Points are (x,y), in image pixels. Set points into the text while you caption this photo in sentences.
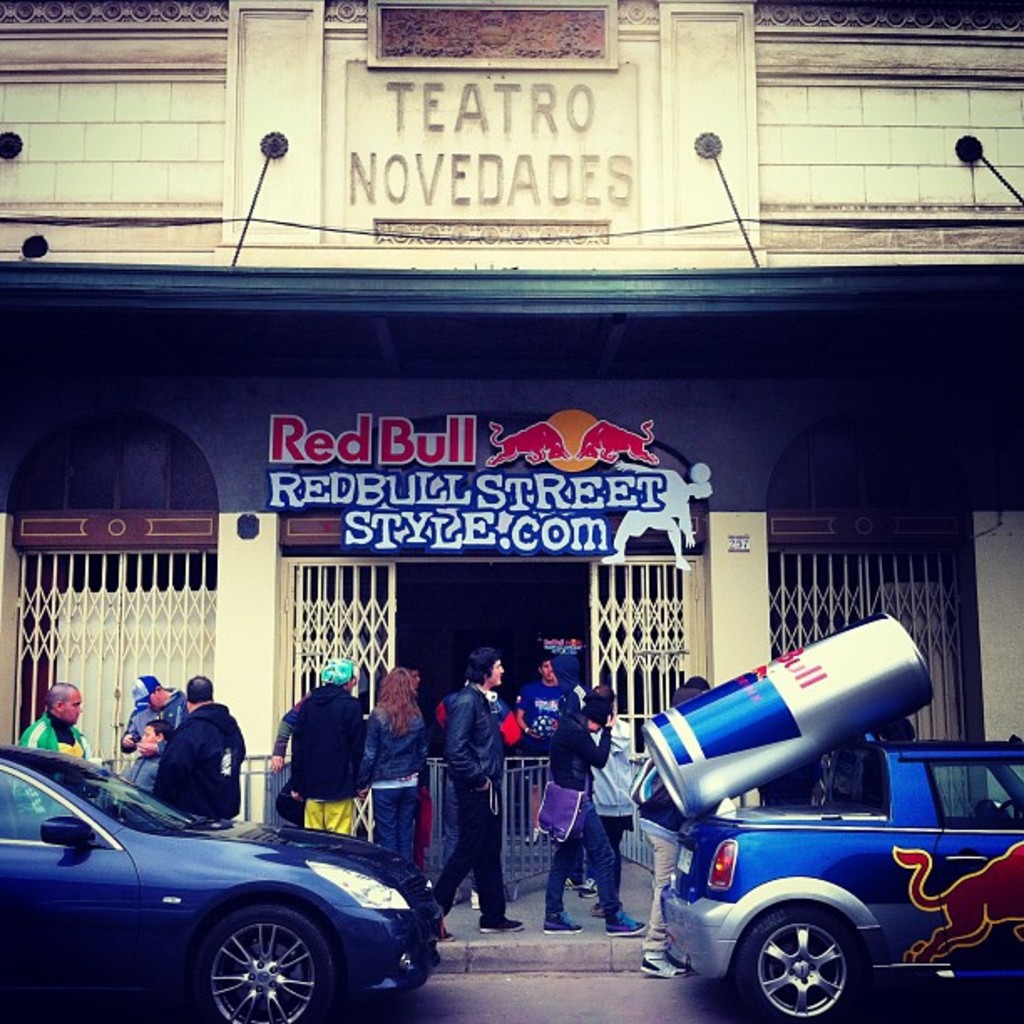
In this image we can see the building (468,286) which includes text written on the board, beside that we can see a few people (569,680) walking, at the bottom (714,773) we can see vehicles (956,771) on the road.
